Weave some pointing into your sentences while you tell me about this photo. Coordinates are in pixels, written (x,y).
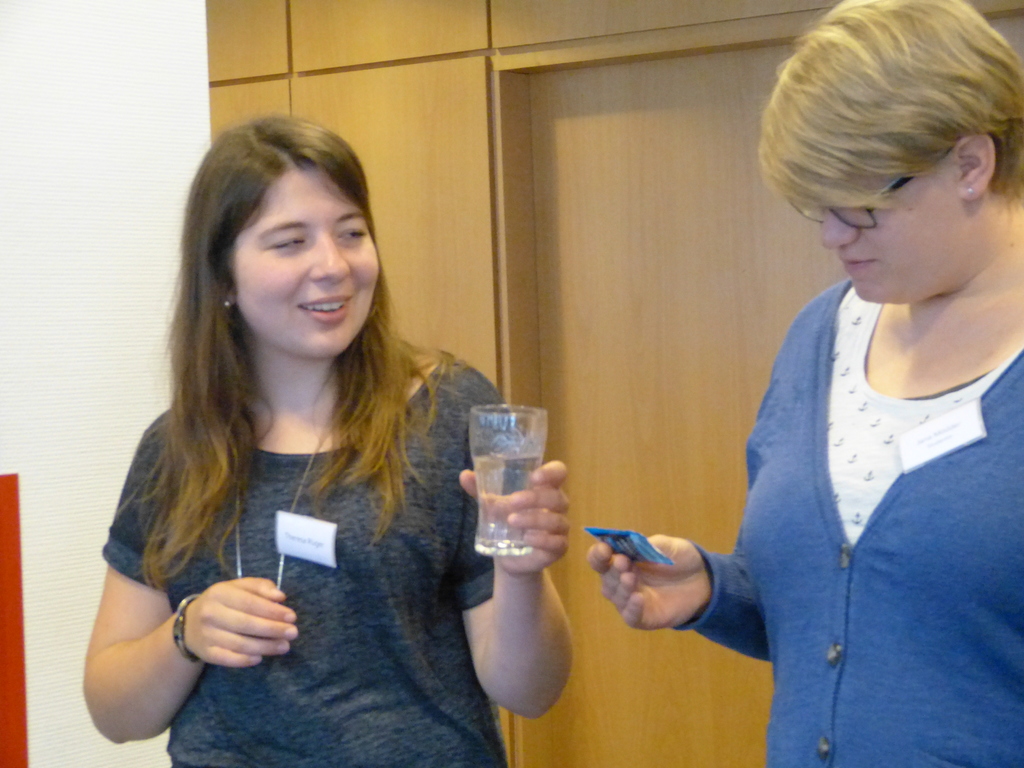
In this image we can see two ladies (945,587) standing. The lady (354,479) standing on the left (299,588) is holding a glass (510,477). In the background (538,96) there is a wall (69,249).
